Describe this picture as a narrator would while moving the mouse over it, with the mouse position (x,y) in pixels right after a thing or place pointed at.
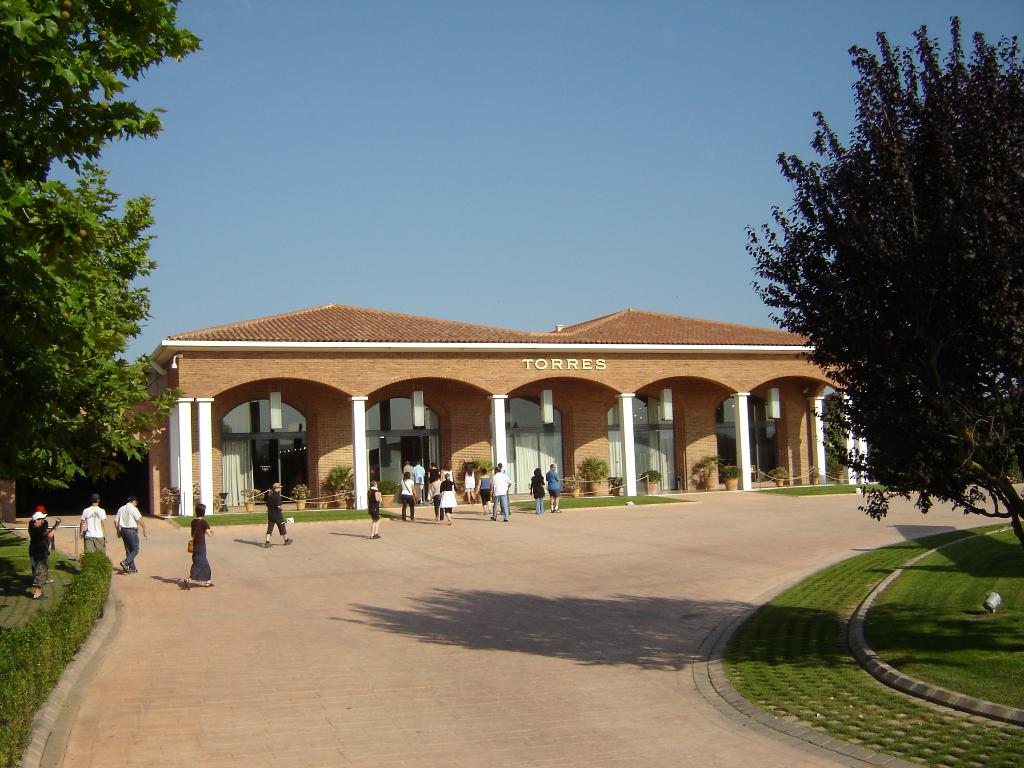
This is the picture of a place where we have a building (374,474) to which there are some pillars (627,413), some things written and around there are some people (419,475), plants (14,668), trees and some grass (968,744) on the floor (303,526).
